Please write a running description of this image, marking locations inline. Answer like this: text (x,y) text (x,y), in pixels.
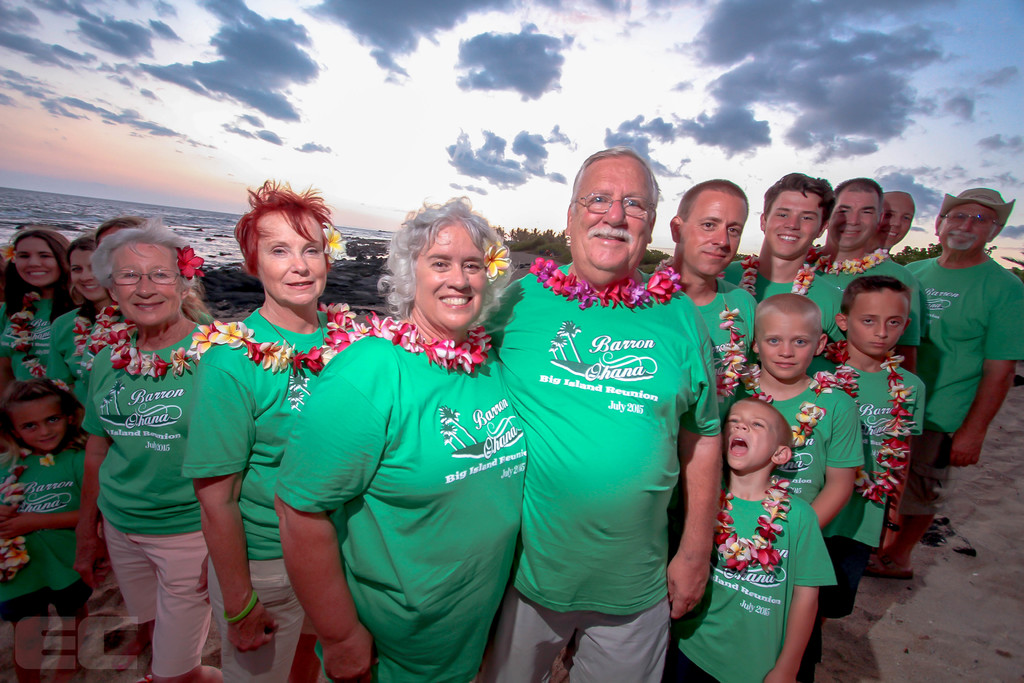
In this image there are group of people (328,338) with flowers (182,365) are standing and smiling, and in the background (20,207) there is water (20,207), sky (49,172) and a watermark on the image.
